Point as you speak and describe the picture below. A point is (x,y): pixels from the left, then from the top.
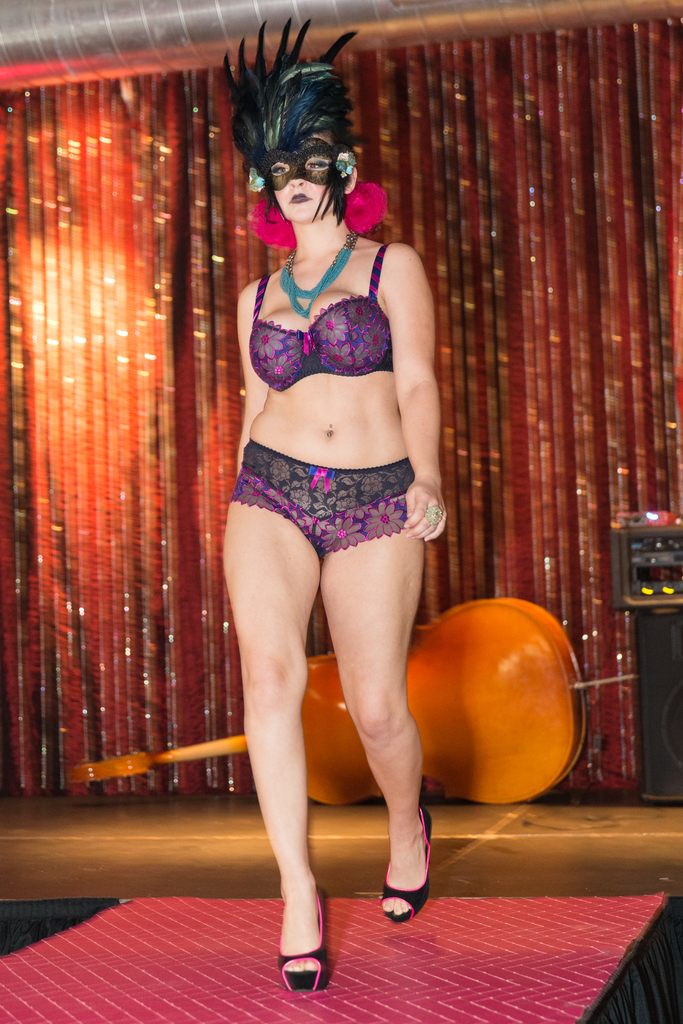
There is a lady (291,348) wearing mask (266,174) is walking on a platform (441,937). In the back (552,521) there is decoration (98,247). Also there is a string instrument (482,736) on the floor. On the right side (630,565) there is a electronic device (658,544) and a speaker (649,705).
